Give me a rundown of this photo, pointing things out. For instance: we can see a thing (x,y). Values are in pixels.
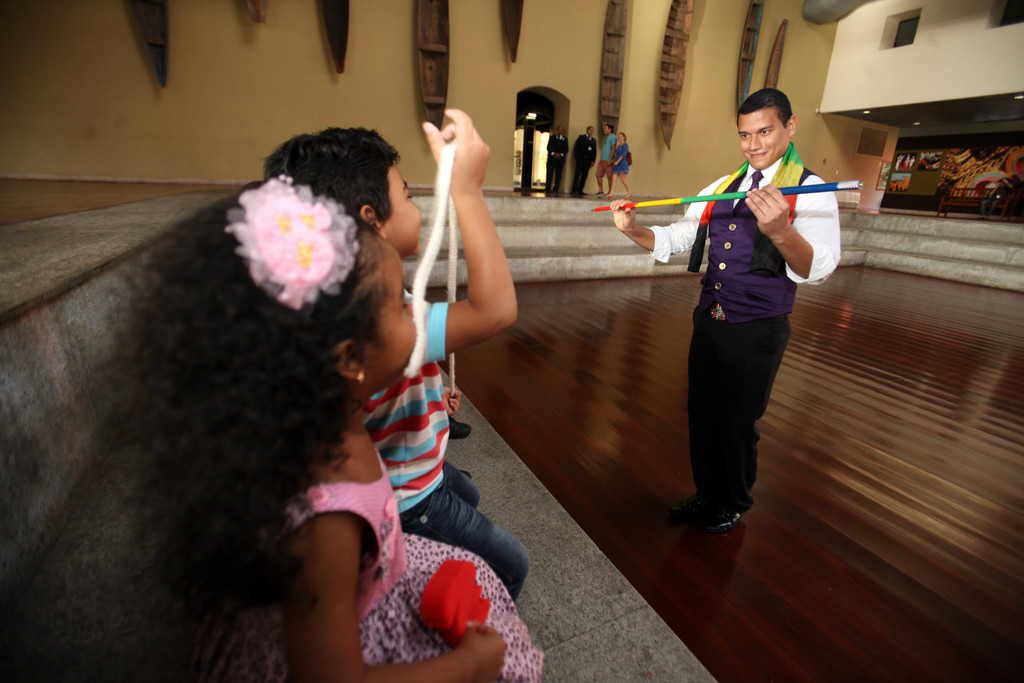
In the picture we can see a hall (144,681) with a wooden floor (899,651) on it we can see a man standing and holding a stick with two hands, the stick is with different colors and front of him we can see a boy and a girl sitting on a bench (49,476) and watching him, and in the background (62,10) we can see a wall (50,19) with door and near it we can see two men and a man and woman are walking and besides we can see a stage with some decorations (903,155) and to the ceiling (919,122) we can see some lights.
